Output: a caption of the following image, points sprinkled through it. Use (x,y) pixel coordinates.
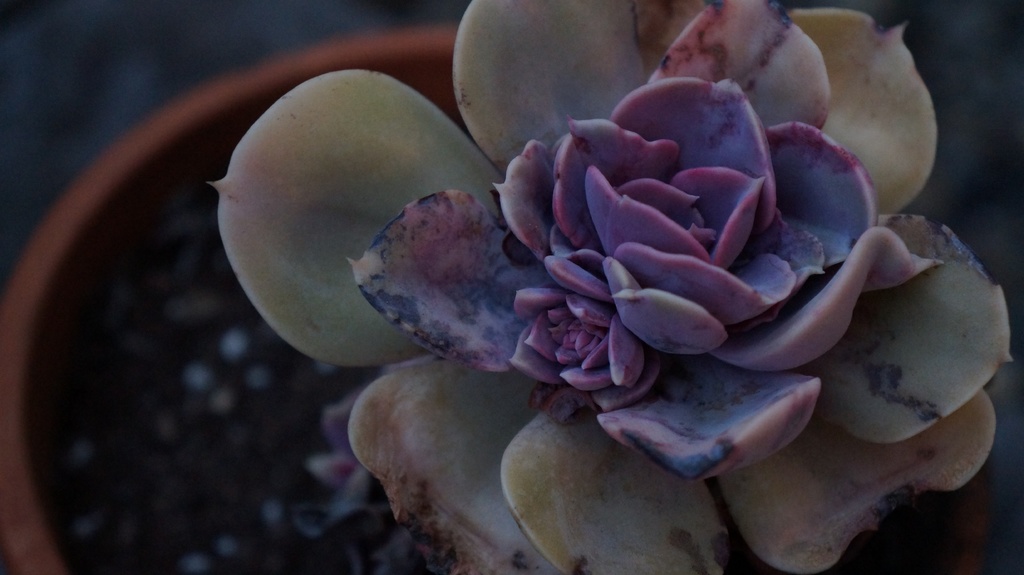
In this image we can see a plant (753,254).
